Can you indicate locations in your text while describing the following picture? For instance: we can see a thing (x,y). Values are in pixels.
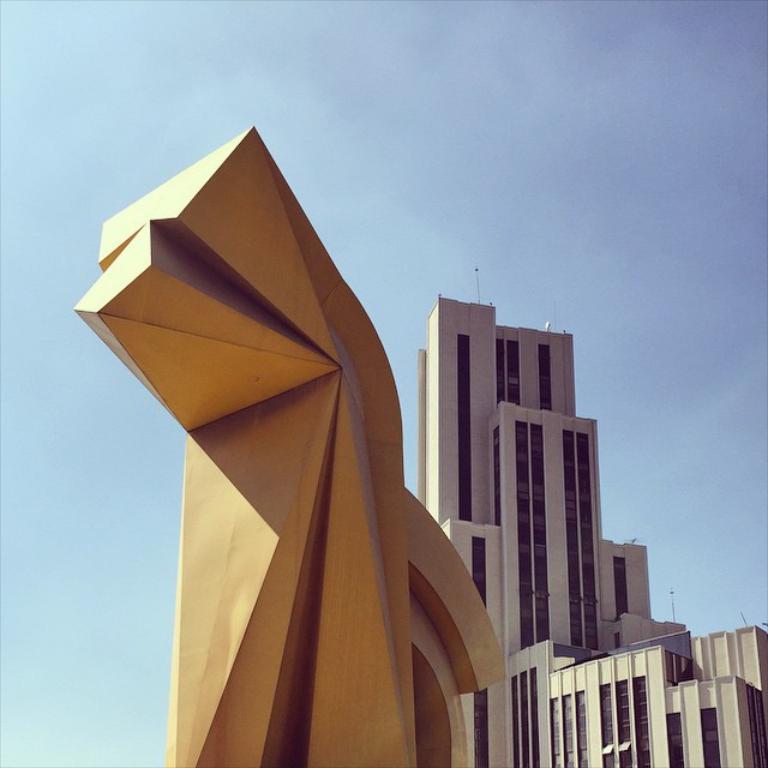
On the left side (210,252), there is a golden color statue (266,325). On the right side (657,726), there are buildings (530,621). In the background (537,323), there is the sky (235,82).
